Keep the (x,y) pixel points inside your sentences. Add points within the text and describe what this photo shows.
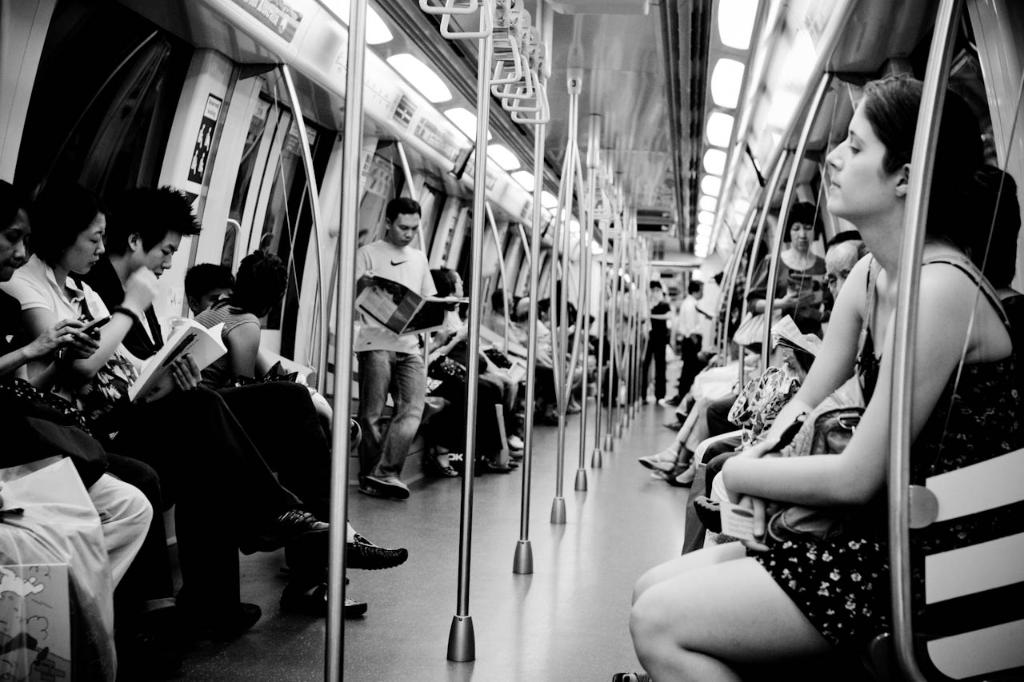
In the image, we can see a group of people (392,467) in a metro (289,184), in the middle of metro (361,661) there are some poles (357,167) and also the hangers (479,37) for holding. On the right side (876,261) the women (867,291) who is sitting in the front (835,405) is holding a handbag (813,428) and she is wearing a black color dress (986,396) and on the left side (50,306) the first women (47,292) is looking at mobile phone (86,331), the second man (193,386) is reading book (174,354) and the man (391,453) who is standing here is reading newspaper (403,327).
